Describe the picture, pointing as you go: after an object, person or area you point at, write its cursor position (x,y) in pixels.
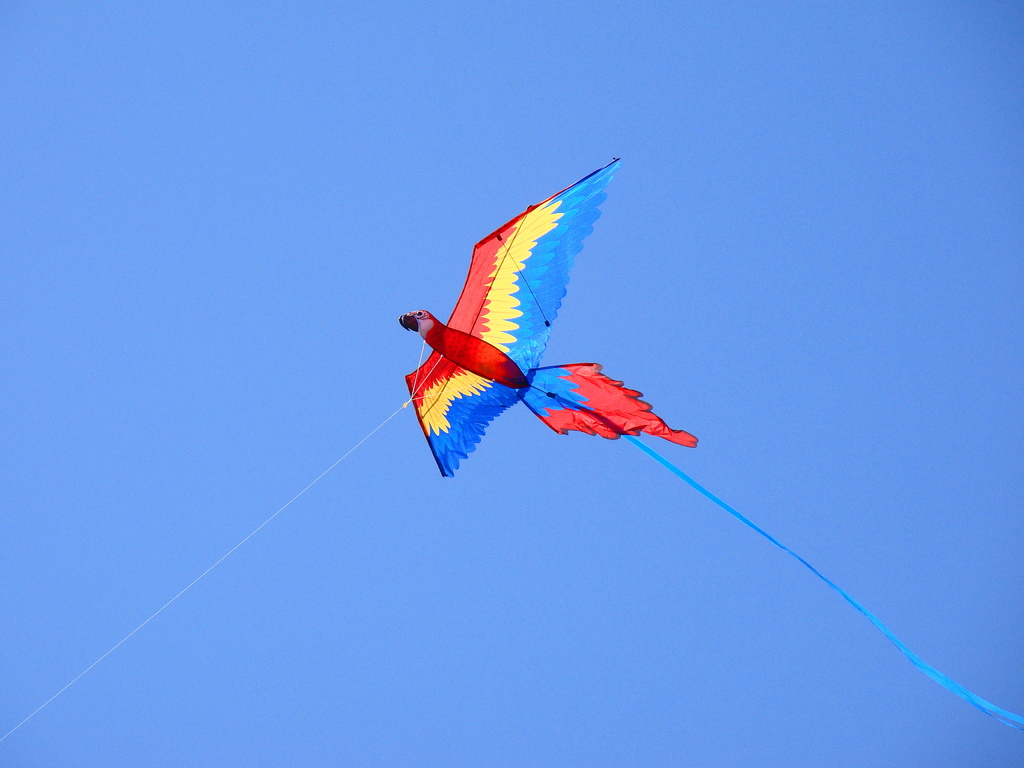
In this image, we can see a kite (462,336) with threads (261,527) and ribbon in the air (592,675). Background (335,176) there is a clear sky (276,361).
